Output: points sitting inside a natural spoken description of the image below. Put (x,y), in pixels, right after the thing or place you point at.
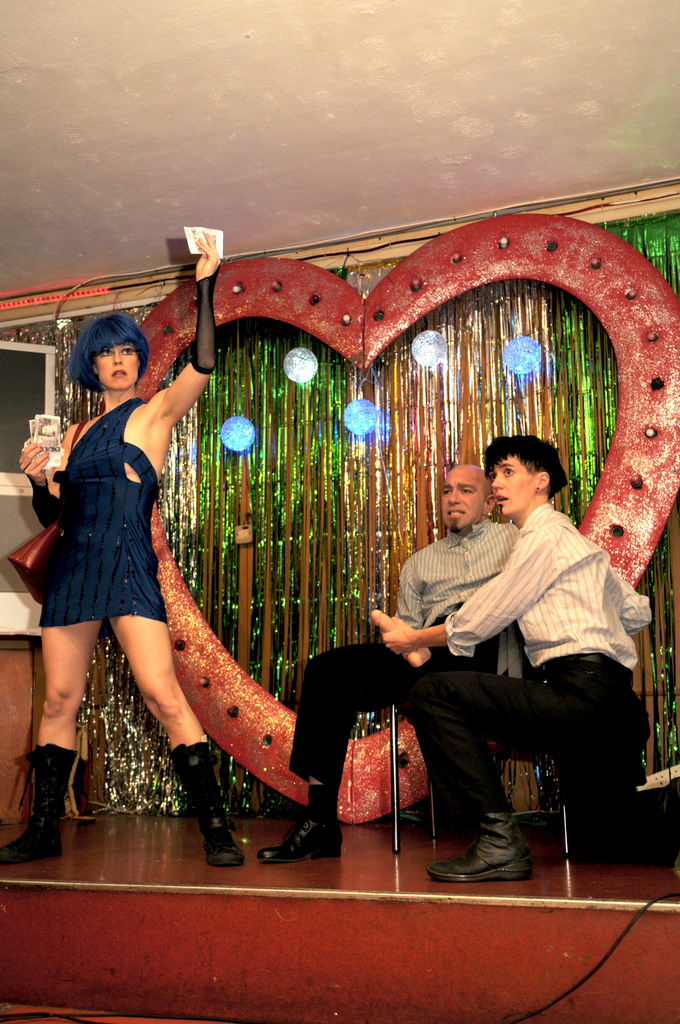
This picture describes about group of people (549,740), in the left side of the image (136,436) we can see a woman (143,441), she is holding papers (196,240), beside to her we can find a man (421,551) he is seated on the chair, in the background (509,351) we can find few lights (530,364).
